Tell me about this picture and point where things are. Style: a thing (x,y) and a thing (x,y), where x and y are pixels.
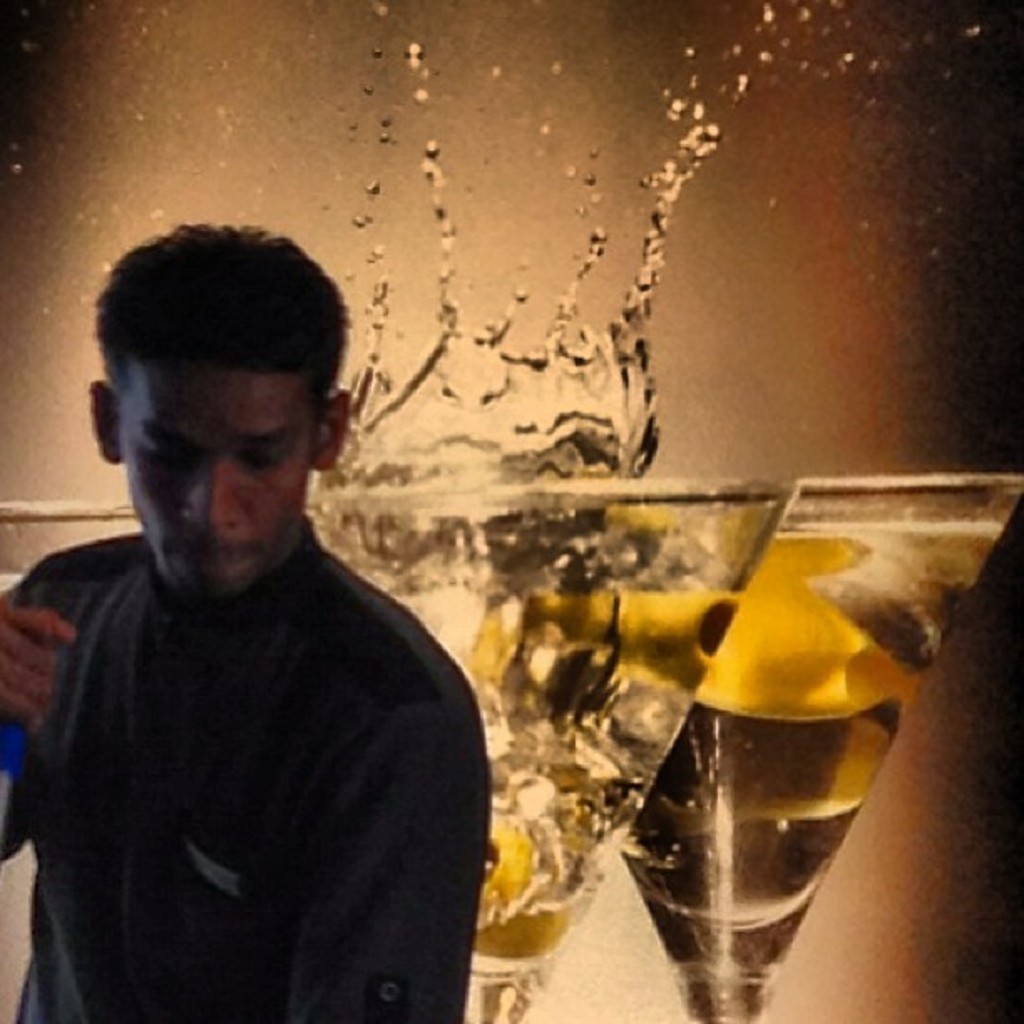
In this picture there is a man (235,768) standing and holding the object (2,764). At the back (505,745) there are glasses (744,837) and there is drink (573,572) in the glasses (601,530).
